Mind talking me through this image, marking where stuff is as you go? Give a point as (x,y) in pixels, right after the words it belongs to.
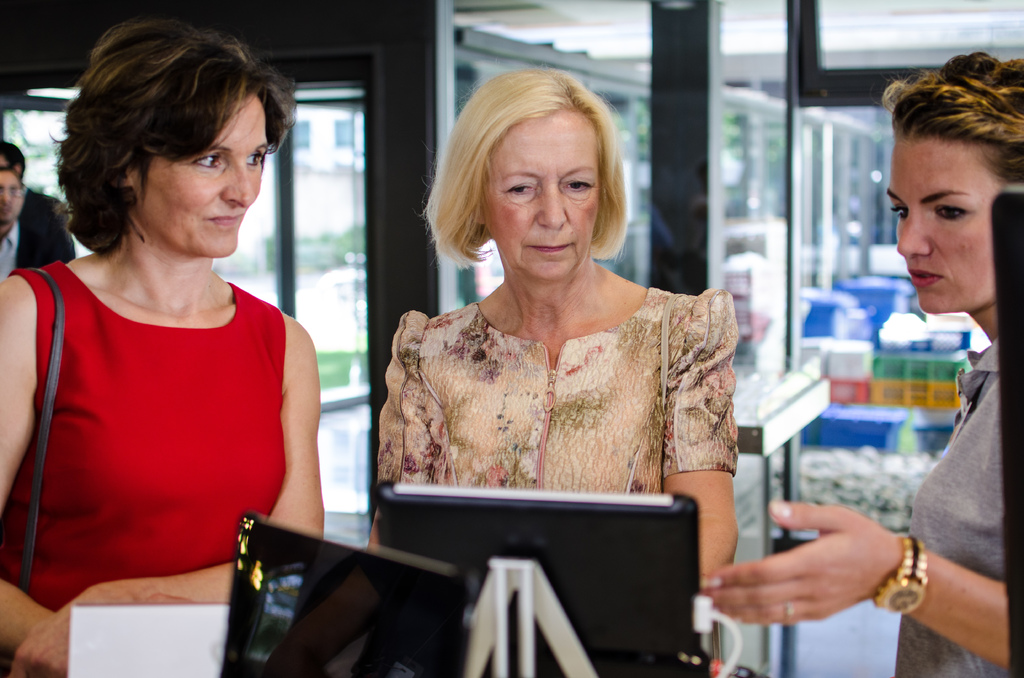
In this image, we can see three women (15,518) are standing. At the bottom (426,568), we can see few objects (694,593). Background (784,664) we can see glass objects (313,240) and things (894,331). On the left side of the image (38,225), we can see few people (34,210).
